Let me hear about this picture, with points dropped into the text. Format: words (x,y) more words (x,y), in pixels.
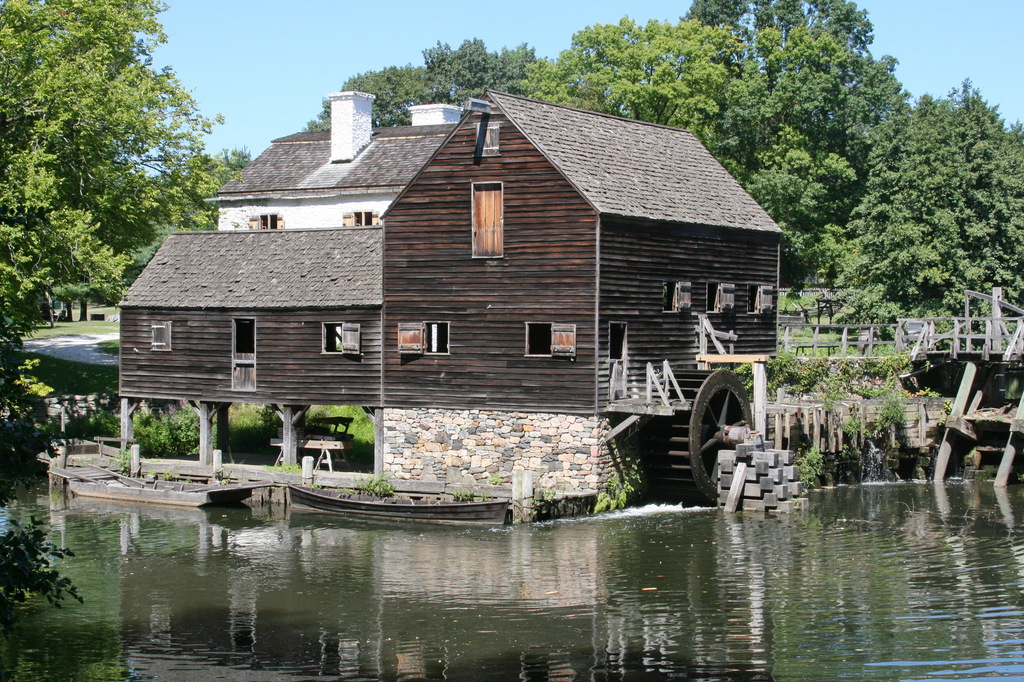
There is a surface of water (546,631) at the bottom of this image (644,596) and there is a building (531,303) in the middle of this image (498,433). We can see some trees (780,208) in the background (860,258) and there is a sky (389,41) at the top of this image (348,37).
